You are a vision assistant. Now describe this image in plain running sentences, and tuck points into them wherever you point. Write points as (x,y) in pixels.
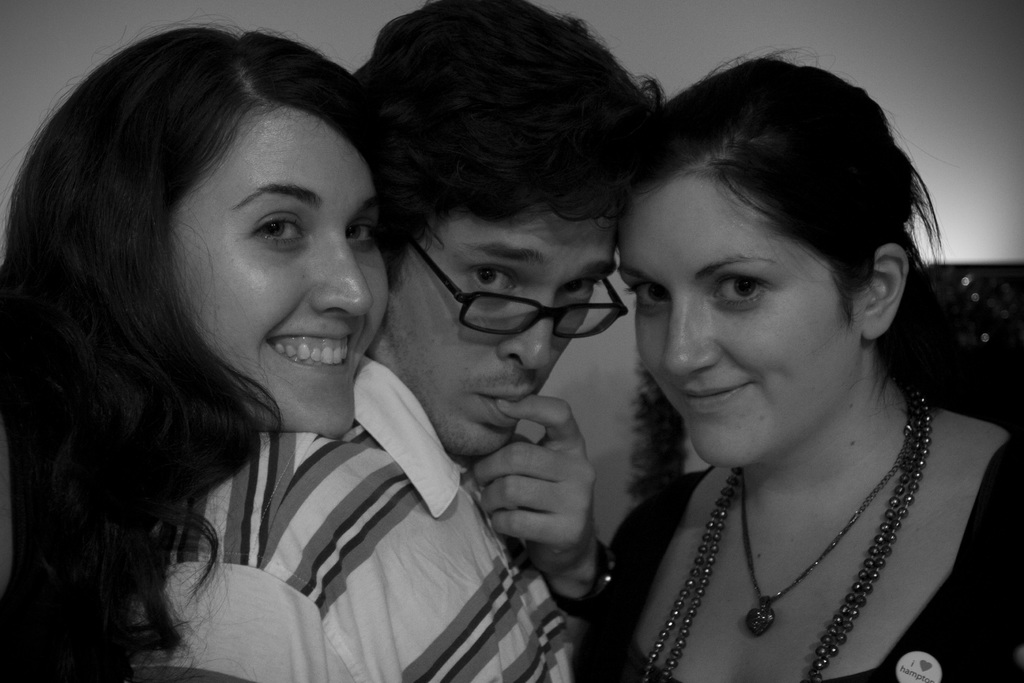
In the image in the center (649,234) we can see three persons (445,405) were standing. Except middle one (532,521), the rest of the two persons (749,443) were smiling, which we can see on their faces (694,189). In the background (888,48) there is a wall (717,49) and few other objects (1010,413).
